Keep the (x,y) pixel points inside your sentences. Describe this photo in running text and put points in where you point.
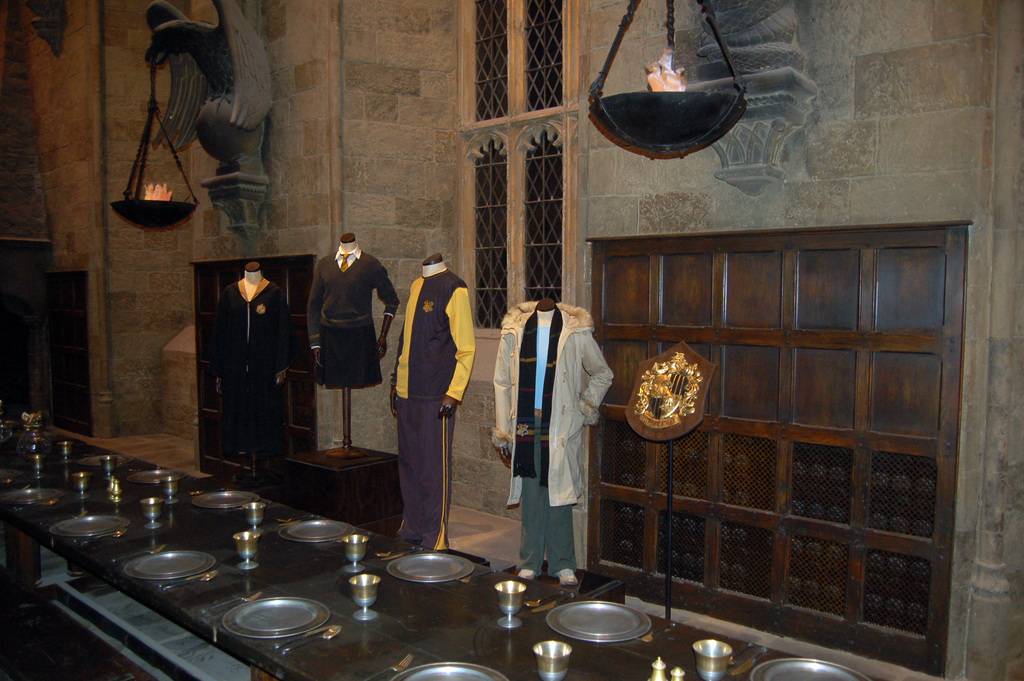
This picture is clicked inside the room (155,626). In the foreground (413,624) we can see a wooden table (383,642) on the top of which we can see the plates (20,501) and glasses (249,555) are placed and we can see the mannequins (385,329) wearing clothes (536,398). At the top (670,101) we can see the objects (681,109) hanging and we can see the sculpture (250,53) of a bird (216,61). In the background (338,167) we can see the wall (958,124), wooden door (840,338) and windows (536,66).
